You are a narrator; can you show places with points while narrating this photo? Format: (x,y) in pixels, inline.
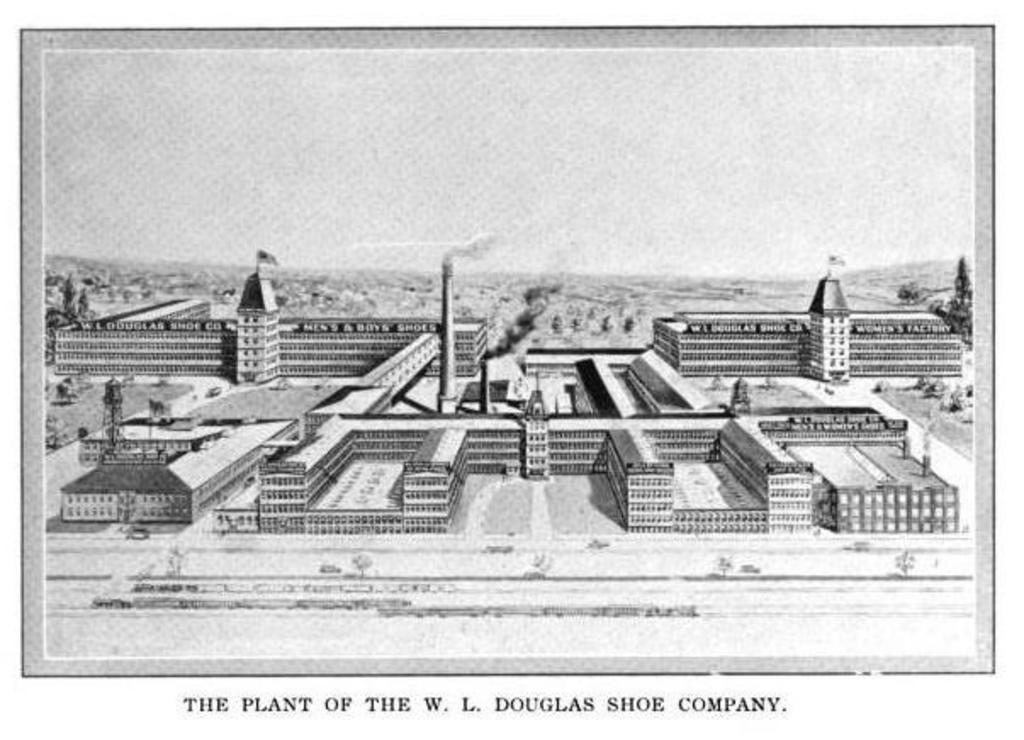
In this image I can see few buildings (409,442) and the sky (462,146) and I can see something written on the image and the image is in black and white.
